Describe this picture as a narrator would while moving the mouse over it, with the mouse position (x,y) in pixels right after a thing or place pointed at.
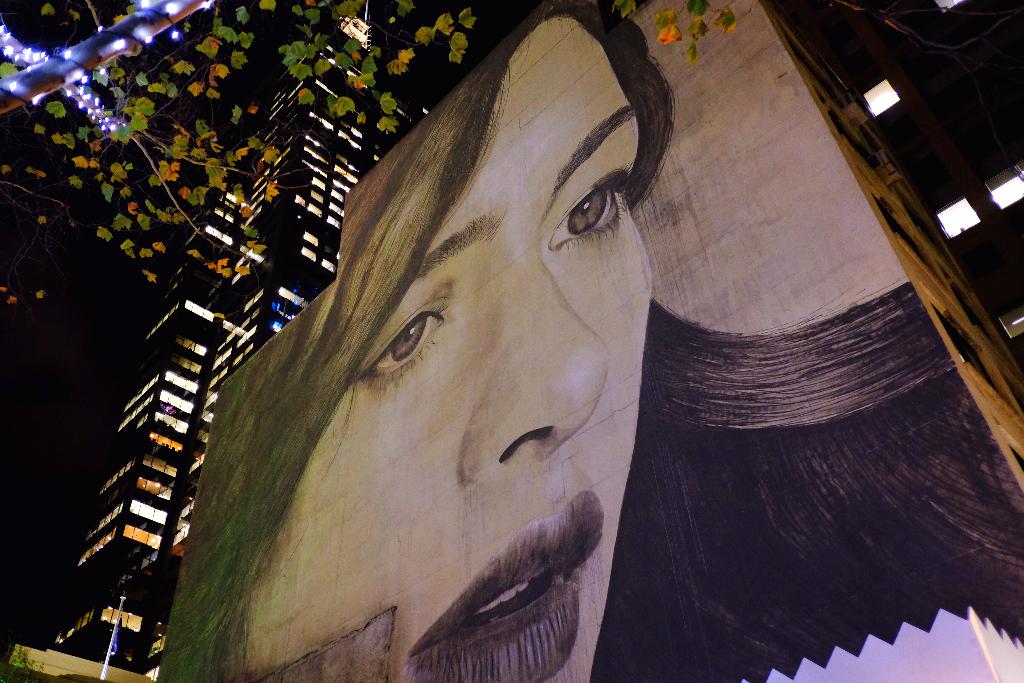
In this picture there is a painting (552,493) of a woman (545,504) on the building (589,327) and there is another building (270,273) beside it and there is a tree (137,88) decorated with lights (151,36) in the left top corner (71,54).
